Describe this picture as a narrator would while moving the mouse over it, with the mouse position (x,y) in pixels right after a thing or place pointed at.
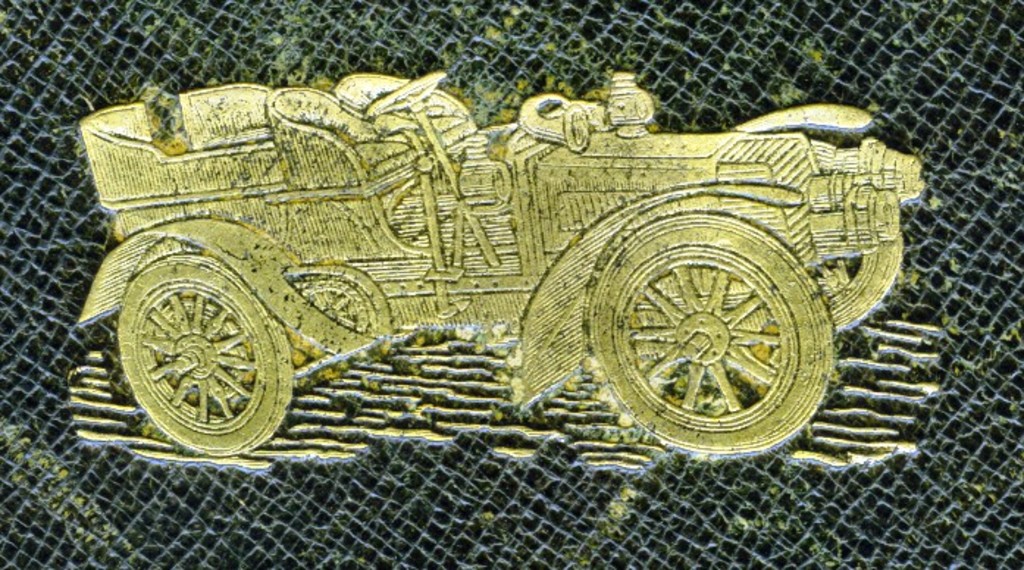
In this picture I can see there is a image of a car (594,149) and it is printed on a black color surface (361,507), it is in golden color.
